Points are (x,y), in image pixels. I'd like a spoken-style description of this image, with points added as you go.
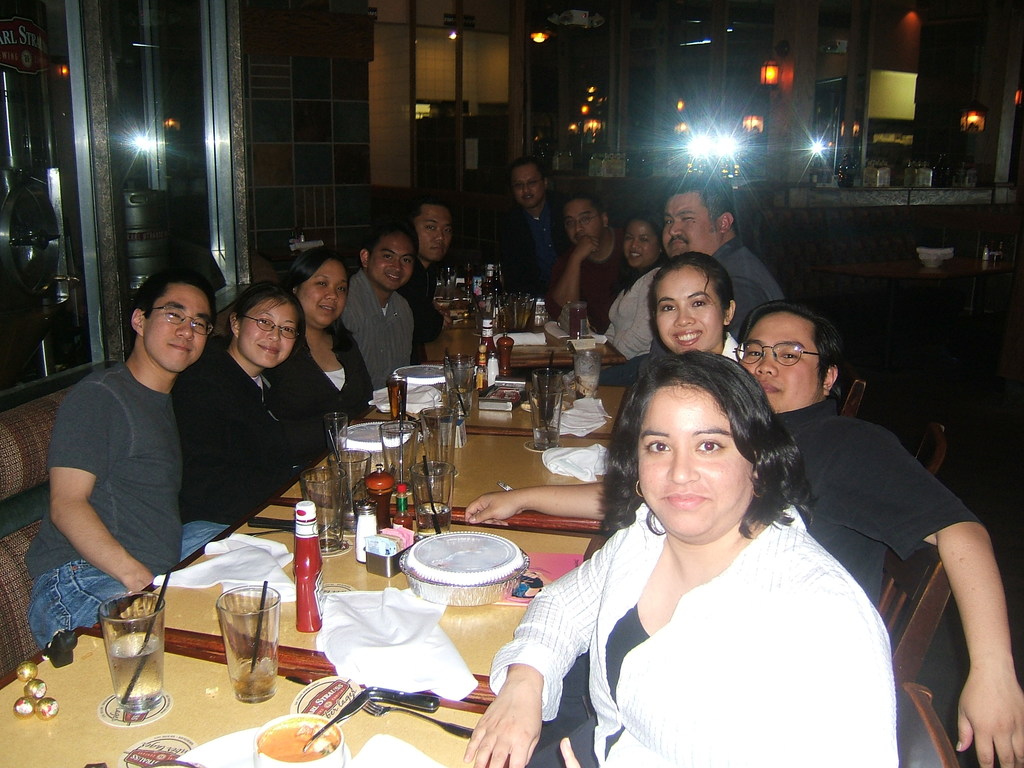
In this image we can see a group of people (733,508) sitting on the chairs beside a table (443,718) containing some plates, glasses (250,662), chocolates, bowl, knives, fork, tissue papers (411,755), bottles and some objects (561,567) on it. On the backside (567,196) we can see the windows (176,216), wall (747,107) and some lights (748,127).
